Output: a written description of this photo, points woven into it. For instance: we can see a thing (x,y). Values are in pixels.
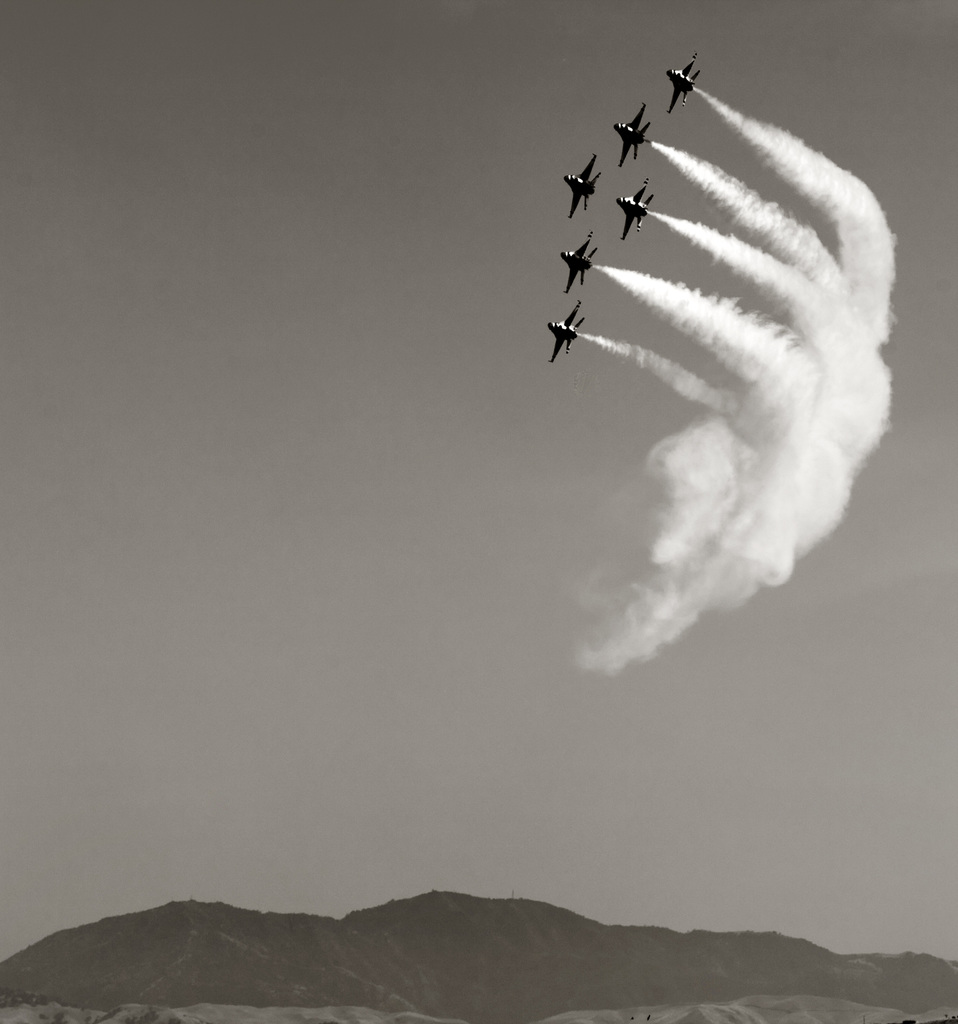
In this picture we can see few planes (580,246) in the air (521,311) and we can see smoke (692,330), at the bottom of the image (583,934) we can see hills (572,944).
